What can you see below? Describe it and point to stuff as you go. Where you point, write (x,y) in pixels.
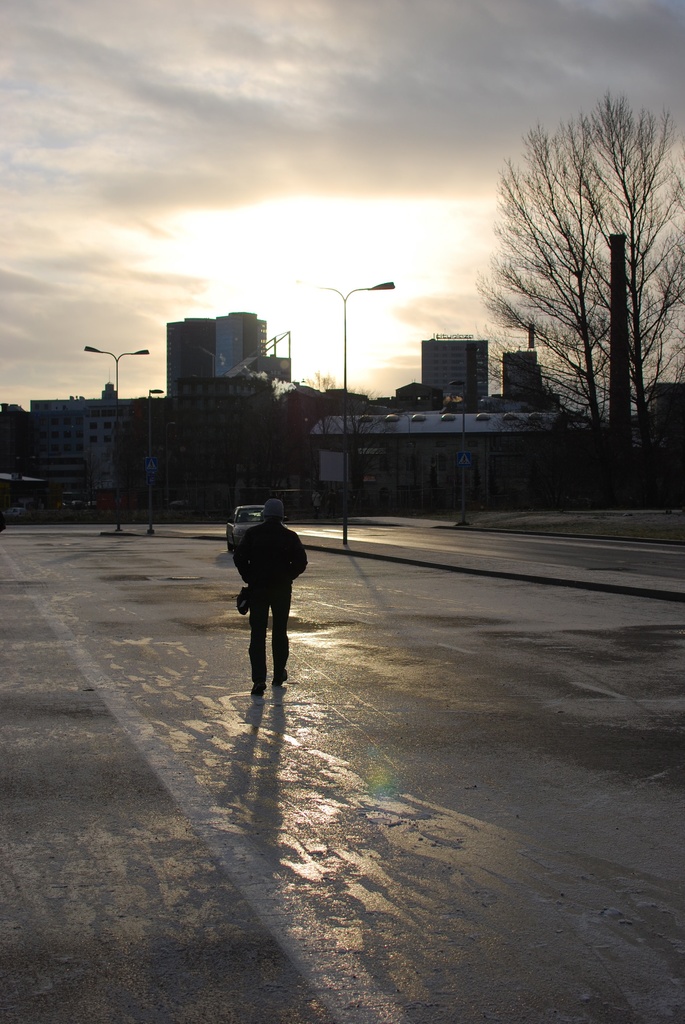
In this picture we can see a person (241,553) walking and a vehicle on the road (344,639), trees (597,343), buildings (483,393) and in the background (378,98) we can see the sky (399,110) with clouds (494,34).
